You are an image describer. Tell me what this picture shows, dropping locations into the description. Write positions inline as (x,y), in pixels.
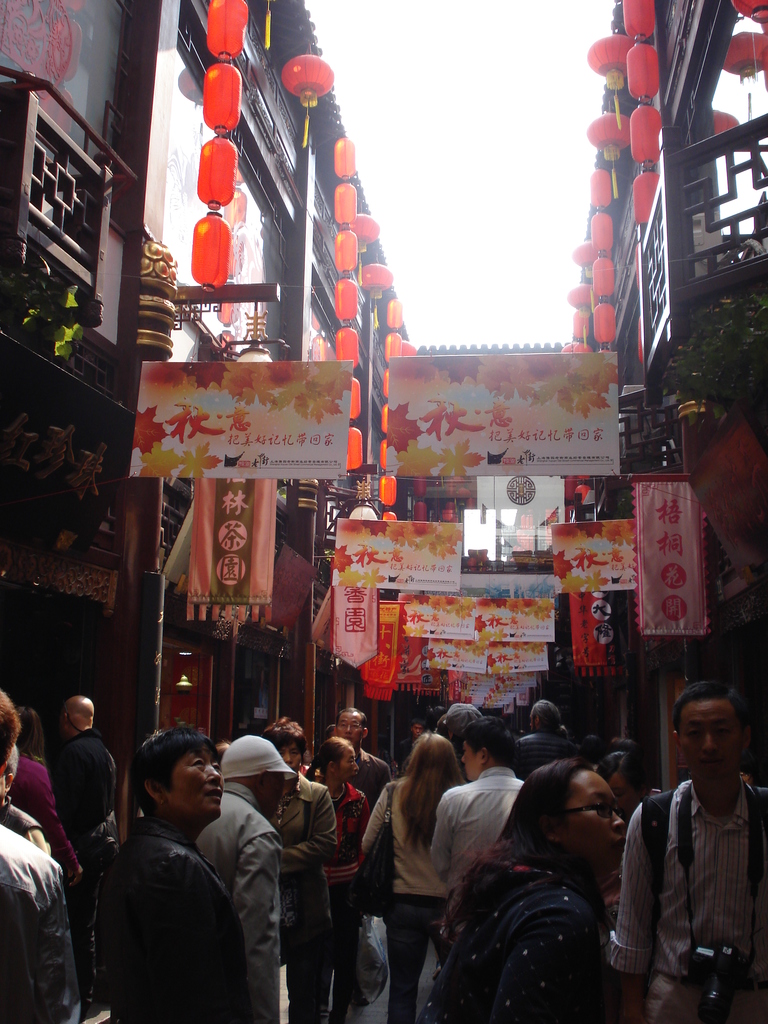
In the center of the image (456,497) we can see the buildings (275,254), balcony (105,251), plants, pots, boards (474,407), lights (346,322), wall (299,312). At the bottom of the image (422,921) we can see a group of people (412,852) are standing on the road (424,971). At the top of the image (510,84) we can see the sky (549,176).
